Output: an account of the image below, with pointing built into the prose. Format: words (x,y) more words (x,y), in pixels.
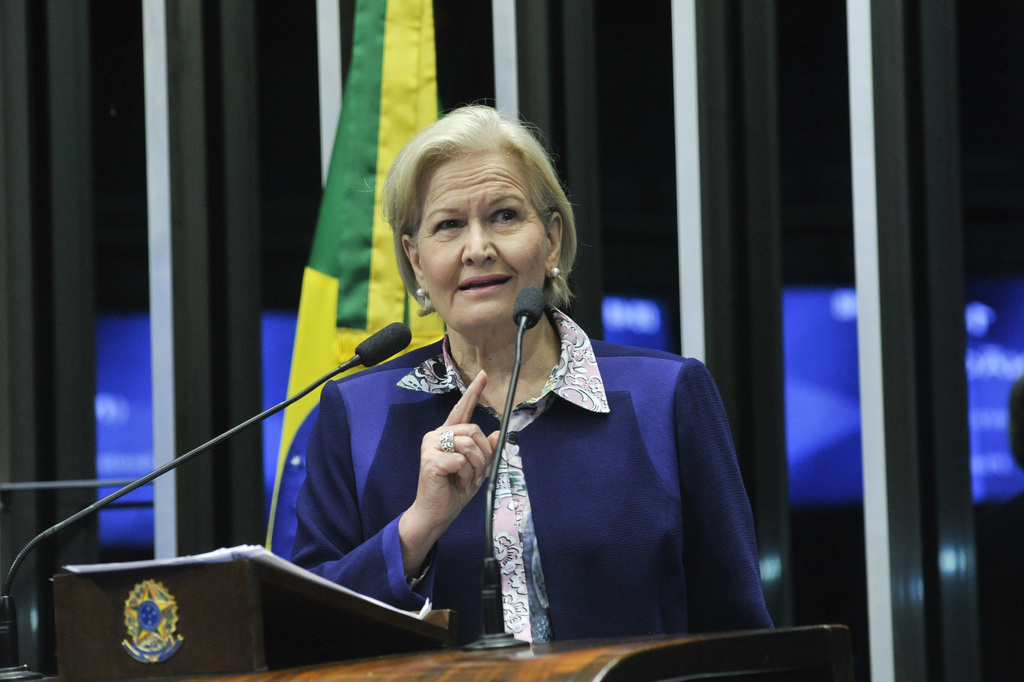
In this image a lady (449,534) is standing behind a podium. Wearing blue coat (638,400). She is talking something. On the podium (220,583) there are papers (282,561), mics (516,371). In the background (233,354) there is wall (592,141), flag (365,81).
